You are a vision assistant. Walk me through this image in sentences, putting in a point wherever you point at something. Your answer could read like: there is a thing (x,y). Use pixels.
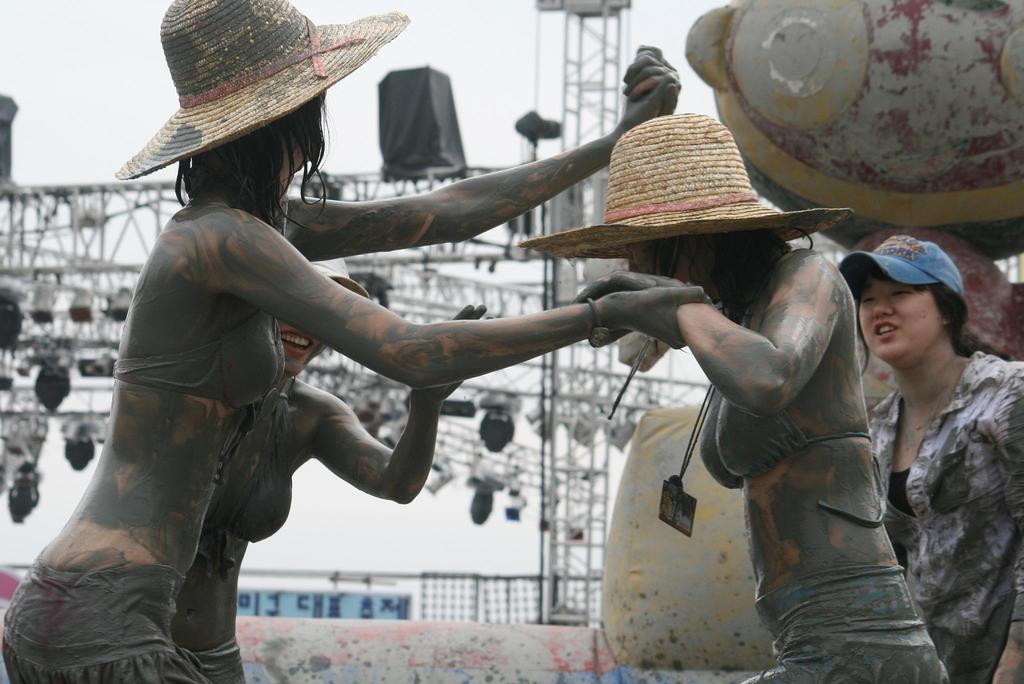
In this image I can see few people (902,645) are standing and I can see all of them are wearing caps (786,226). In the background (556,358) I can see metal rods (550,573) and I can see number of lights (510,495).
